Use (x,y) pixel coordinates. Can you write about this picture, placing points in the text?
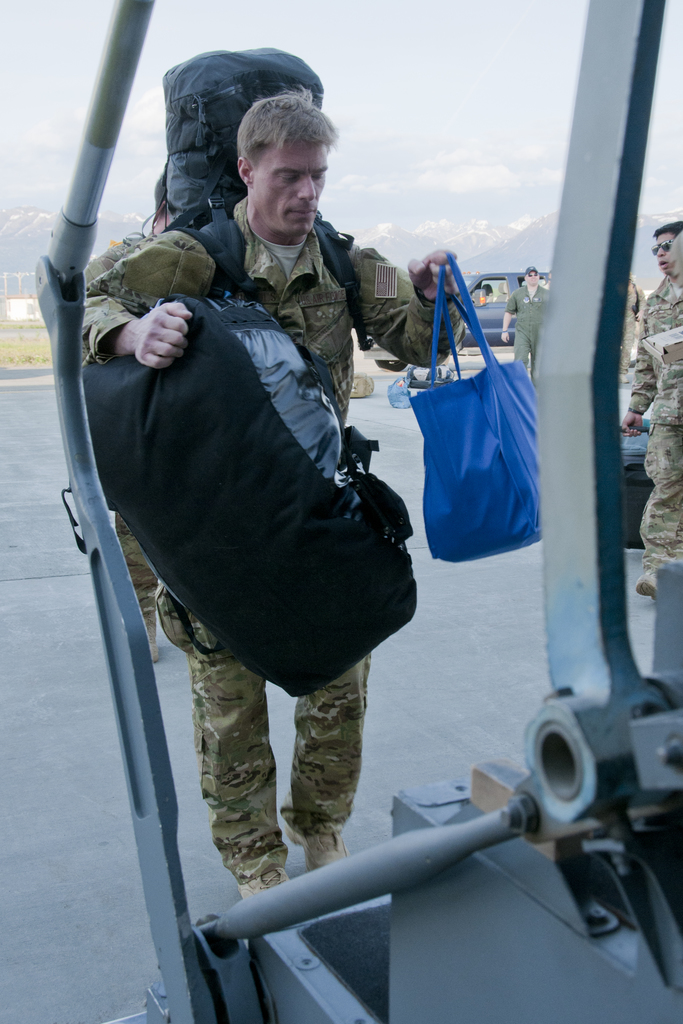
In this image, in the middle (322,510) there is a man (329,294), he is holding bags (349,497). At the bottom (444,891) there is staircase (548,928). In the background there are people (673,434), vehicle (492,305), hills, grass (51,350), road (51,403), sky (375,77).
